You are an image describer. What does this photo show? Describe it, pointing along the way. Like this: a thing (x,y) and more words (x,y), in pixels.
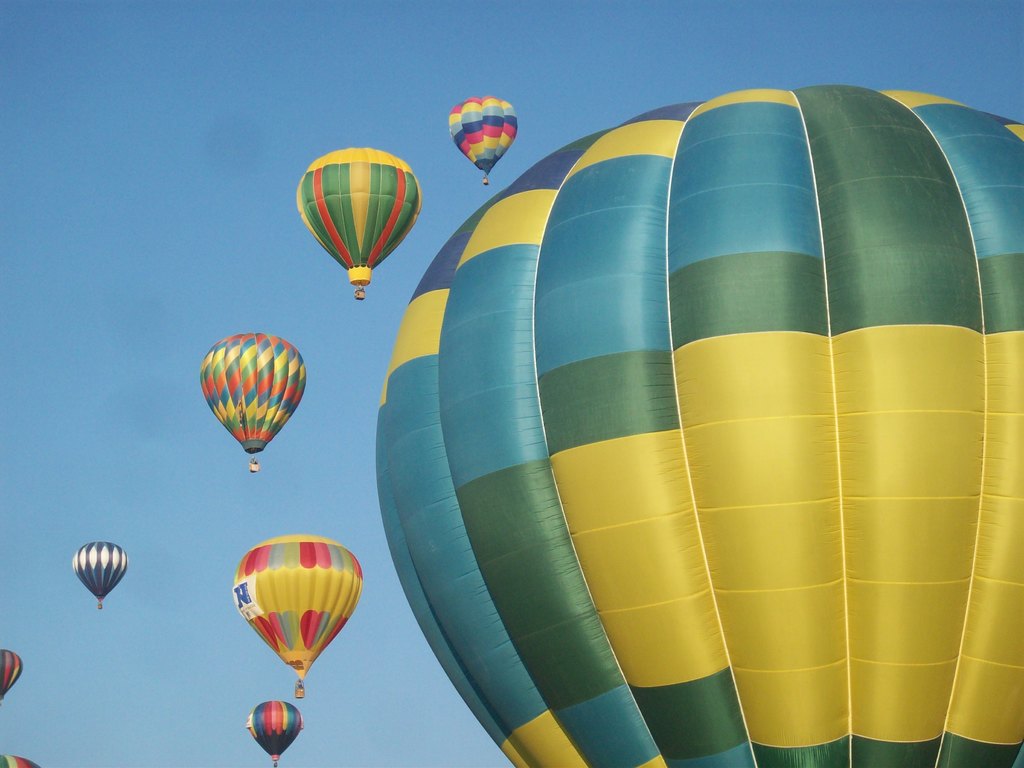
In the picture we can see a huge hot air balloon (986,578) with yellow, green and blue in color and besides, we can see some hot air balloons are flying with different colors and in the background (207,223) we can see a sky (336,65) which is blue in color.
